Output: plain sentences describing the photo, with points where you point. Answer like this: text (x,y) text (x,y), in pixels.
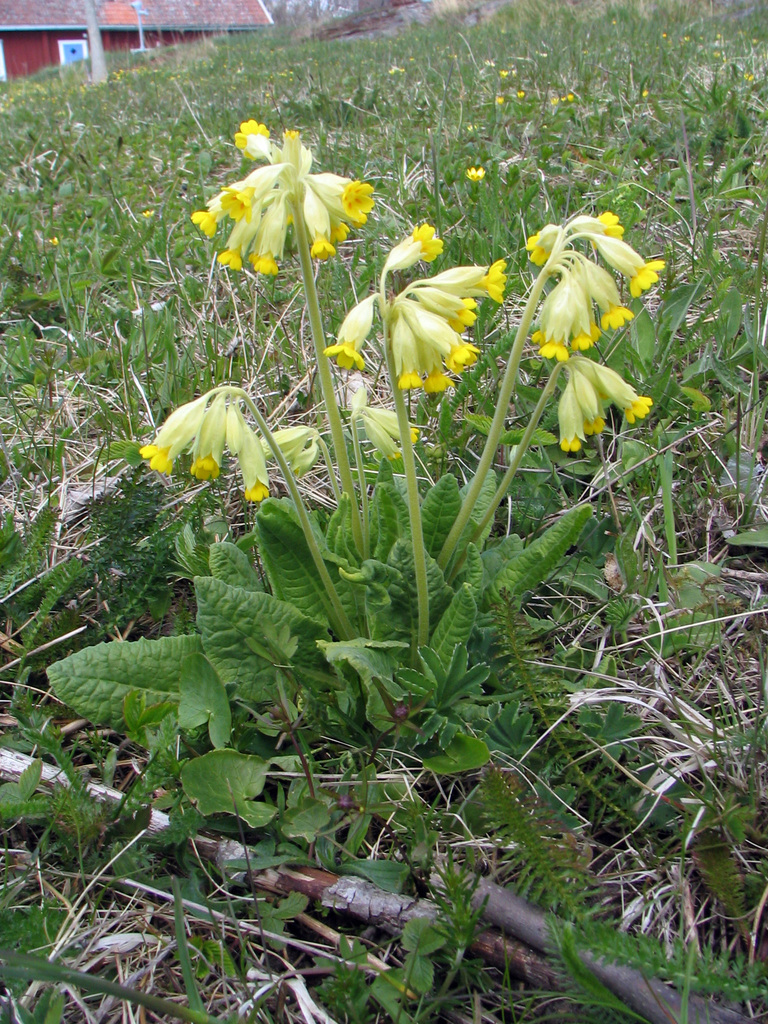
In this picture there is greenery (509,521) around the area of the image and there is a house (47,36) at the top side of the image (137,45).
